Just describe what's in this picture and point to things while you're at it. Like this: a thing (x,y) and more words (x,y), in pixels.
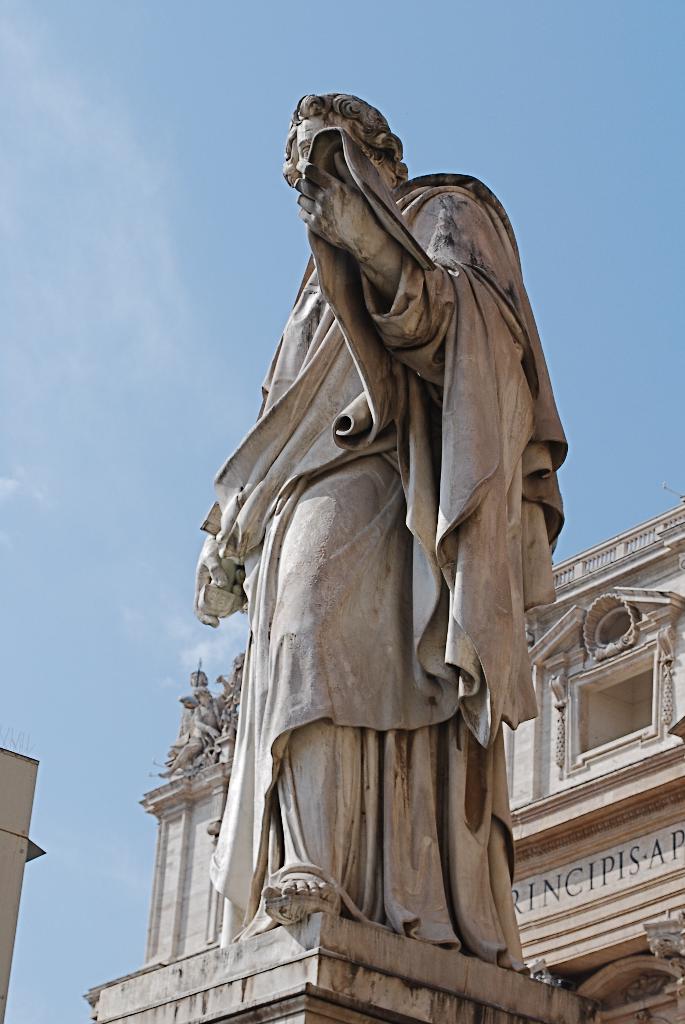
In this picture there is a statue (336,773) in the center of the image (313,636) and there is a building (622,565) in the background area of the image (650,595).
